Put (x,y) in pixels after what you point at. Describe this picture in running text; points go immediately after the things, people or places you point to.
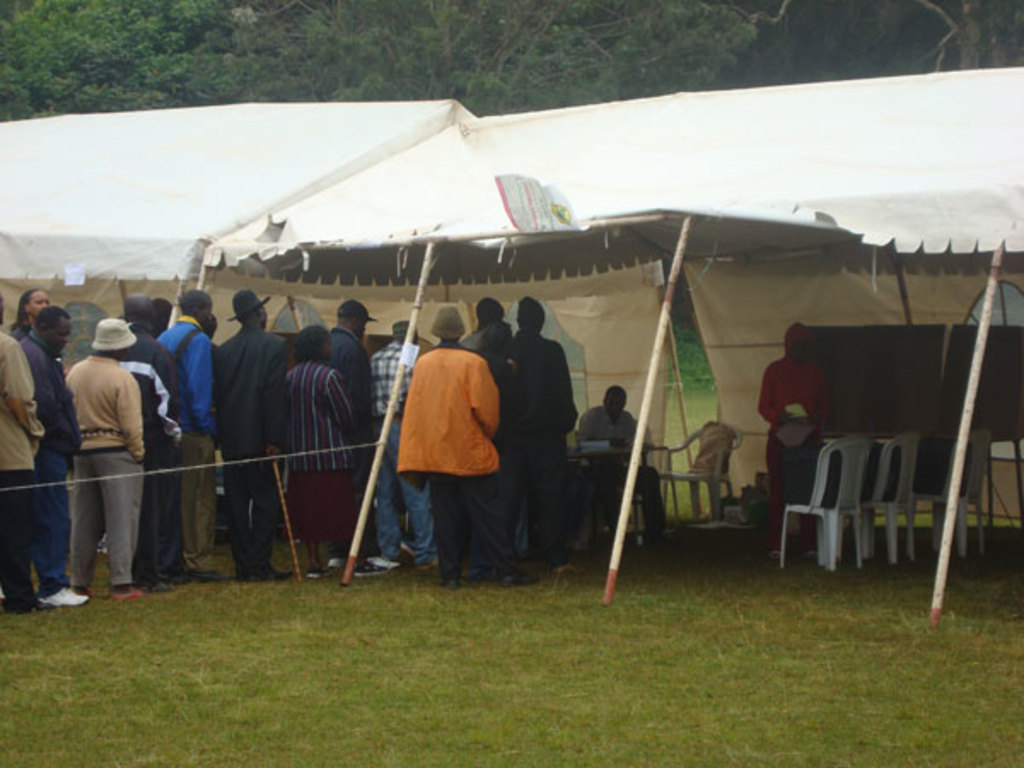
In this image i can see group of people (300,525) standing in a queue (257,477) and i can see a person (594,429) sitting on the chair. In the background (594,394) i can see few trees (364,94), few tents (367,156), a person (790,356) standing in a red dress (768,461), few empty chairs (872,448) and the grass (698,390).
